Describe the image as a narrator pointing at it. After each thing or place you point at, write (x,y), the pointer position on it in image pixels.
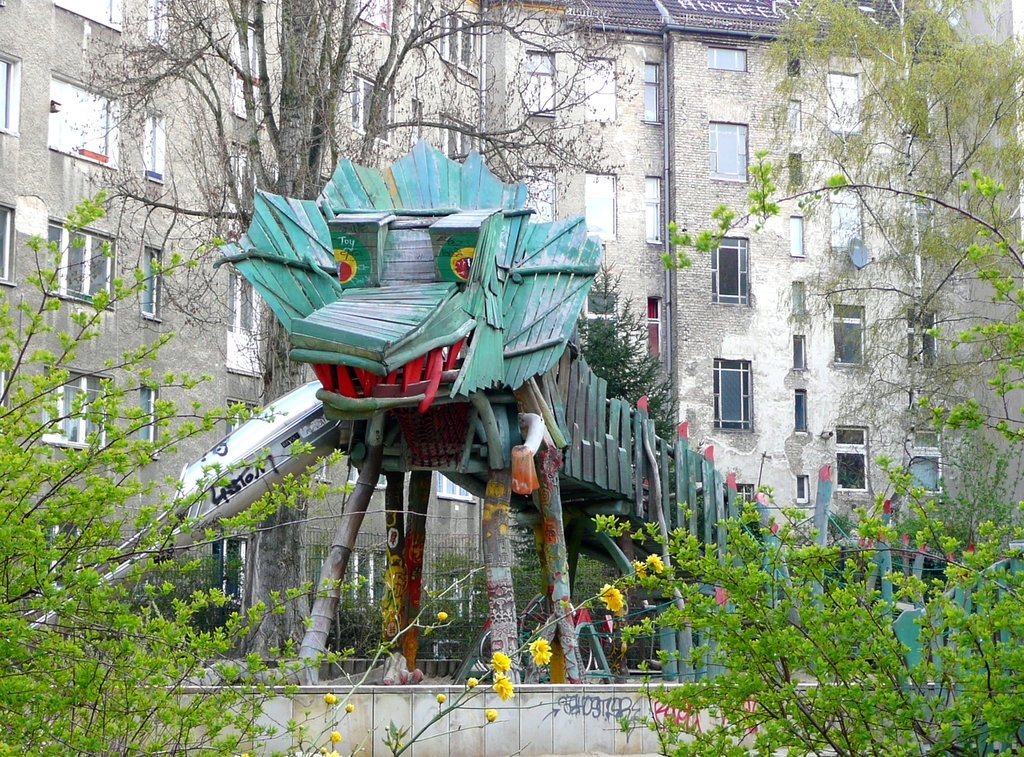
In this image in the center (435,366) there is one toy (523,487) and in the background (400,104) there is a building (684,282), in the foreground (131,602) and background (395,88) there are some plants (786,599) and trees (908,592).
